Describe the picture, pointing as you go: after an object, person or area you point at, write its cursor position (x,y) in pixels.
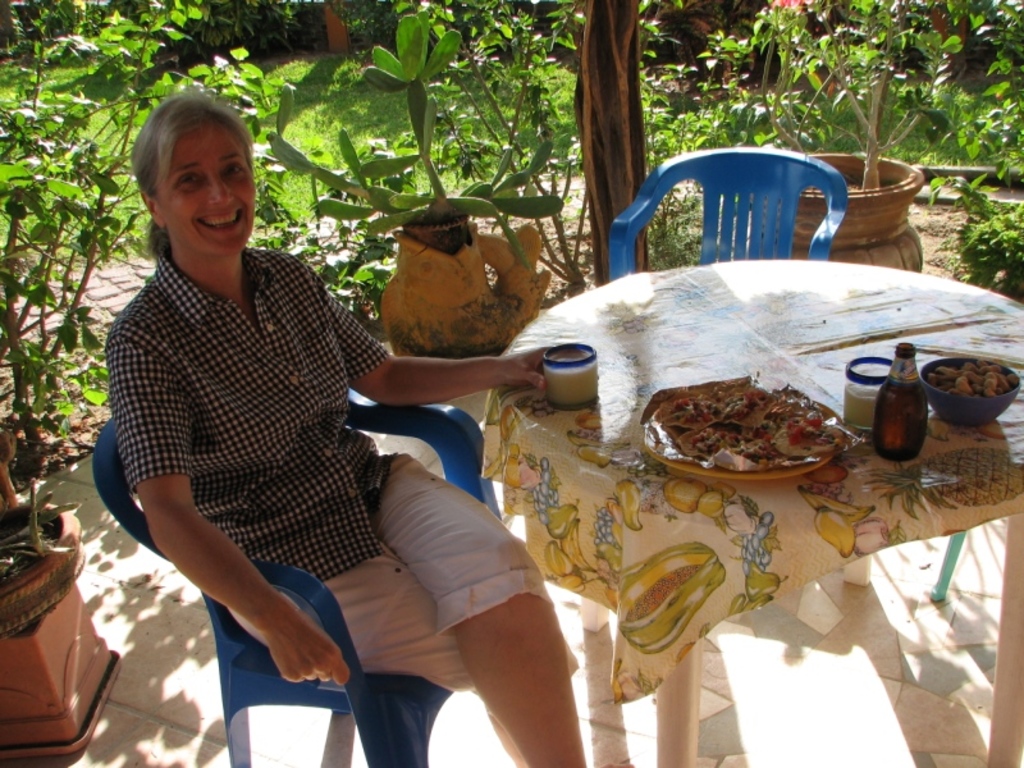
In this image we can see a person (356,574) sitting on a chair (363,430) and holding an object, there we can see a table (804,490) with some food items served on the plate (797,469) and bowl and also a bottle (906,426), an object (866,412) on the table (761,321), there we can also see few flower pots (798,207), grass (395,100), flower (792,5) and a few plants (460,75).
